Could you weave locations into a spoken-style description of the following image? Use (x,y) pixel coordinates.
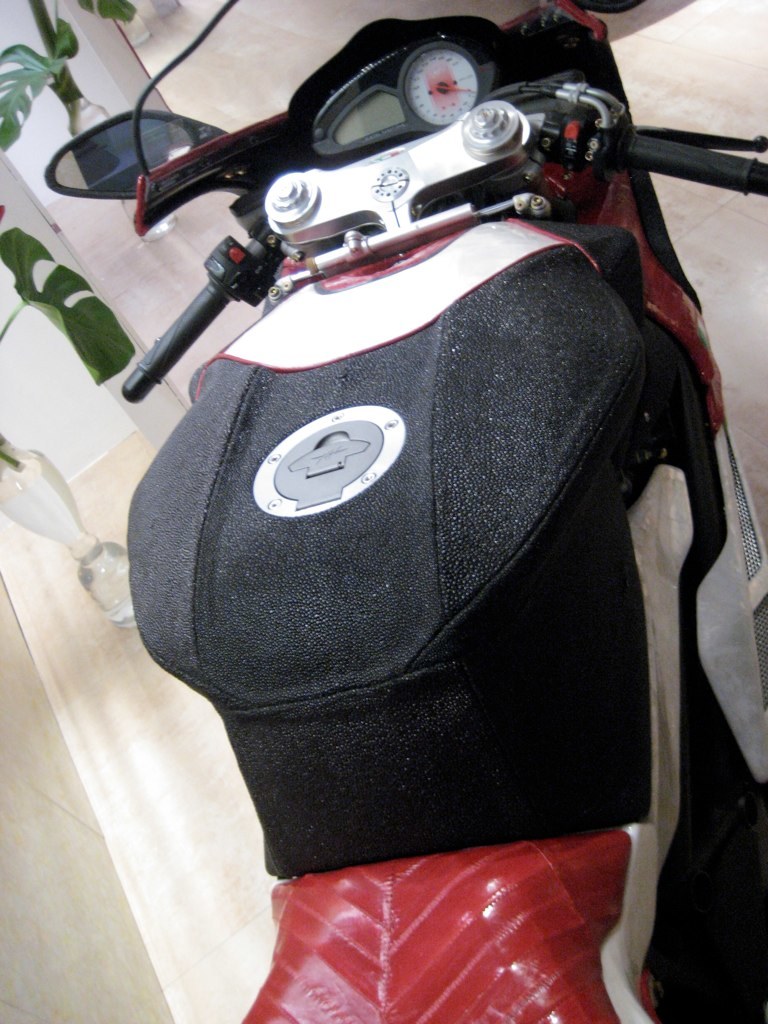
In this image, we can see a motorbike (471,659). In the background (694,83) we can see a surface (165,885). On the left side of the image (97,589), we can see few plants (43,59) with bottles (30,528).
